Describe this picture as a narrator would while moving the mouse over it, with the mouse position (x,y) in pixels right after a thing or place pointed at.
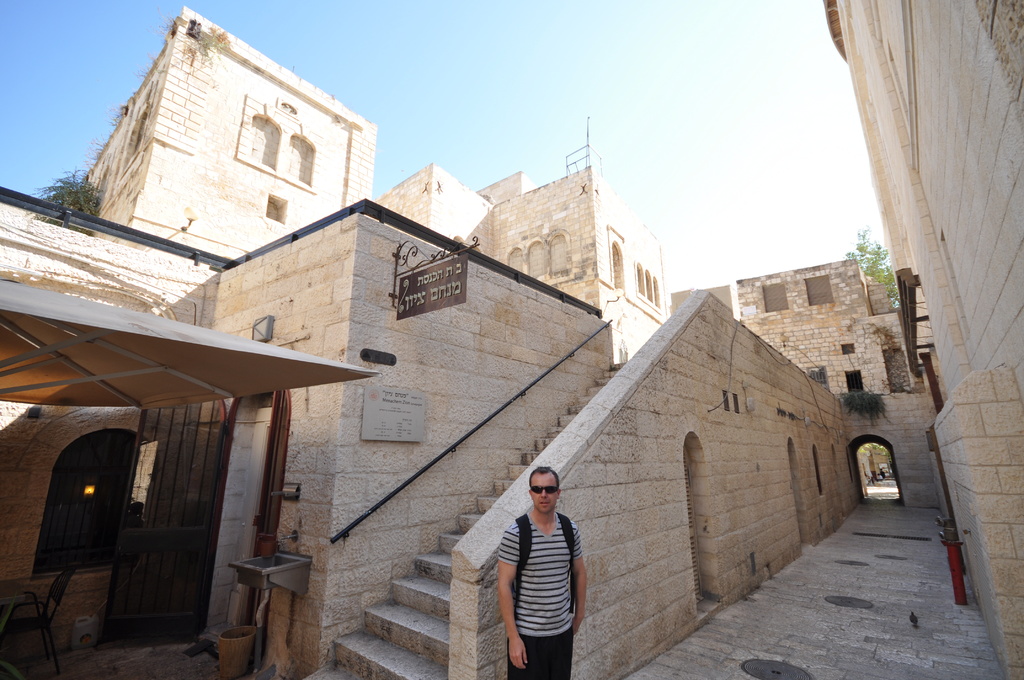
In the picture there is a man (541,622) standing in the foreground (529,633) and behind the man (540,609) there is an architecture (536,315).
